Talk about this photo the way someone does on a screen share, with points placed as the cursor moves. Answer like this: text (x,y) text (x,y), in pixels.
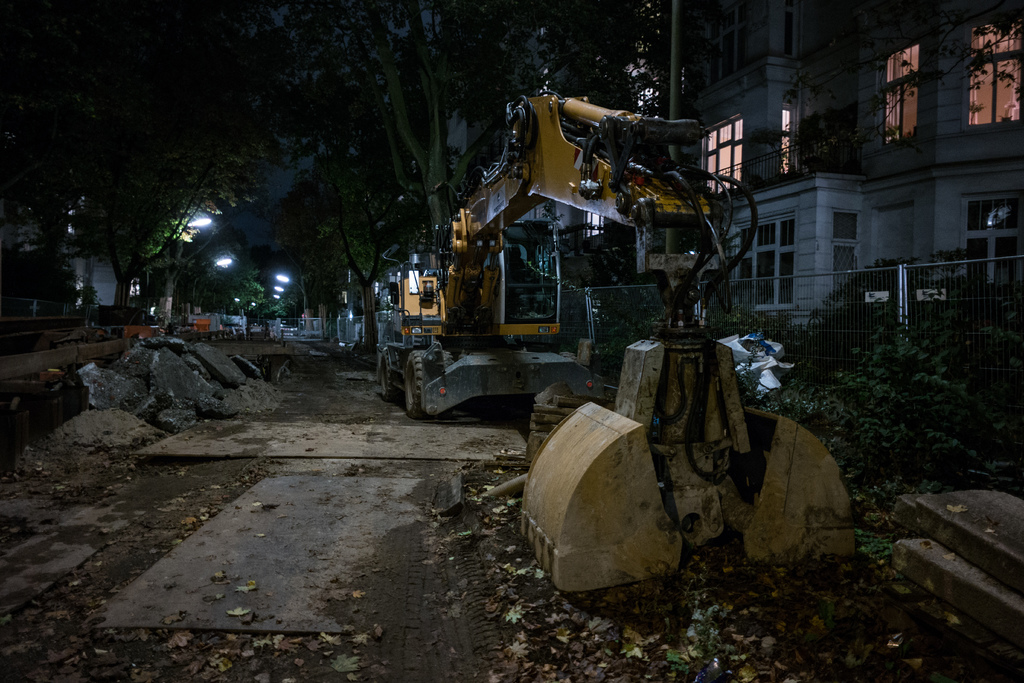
In this picture I can see there is a crane (649,409) and there is soil (113,543) and mud (287,402) on the road (221,514). There are plants (882,392) on to right (892,190) and there is a fence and a building (978,155) with windows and doors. In the backdrop (368,191) there are trees (273,280) and street lights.
